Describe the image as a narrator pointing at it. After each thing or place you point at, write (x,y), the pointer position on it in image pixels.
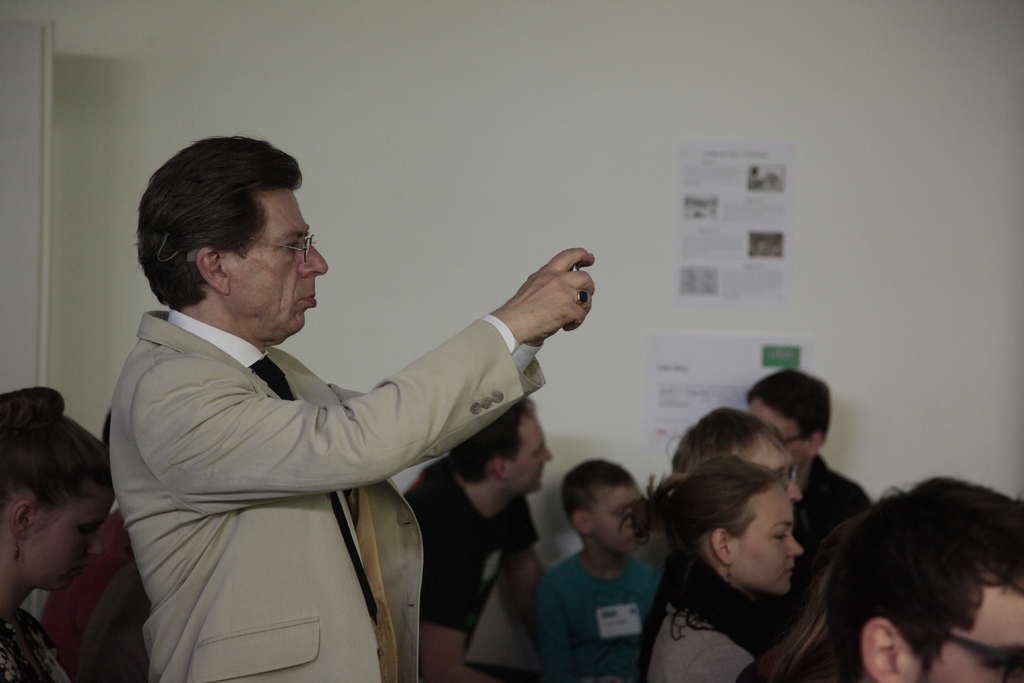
In this image I can see people (218,579). In the background of the image (332,104) there is a wall (890,202). Posters (701,152) are on the wall (649,170). Among them a person (280,451) is standing and holding an object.
